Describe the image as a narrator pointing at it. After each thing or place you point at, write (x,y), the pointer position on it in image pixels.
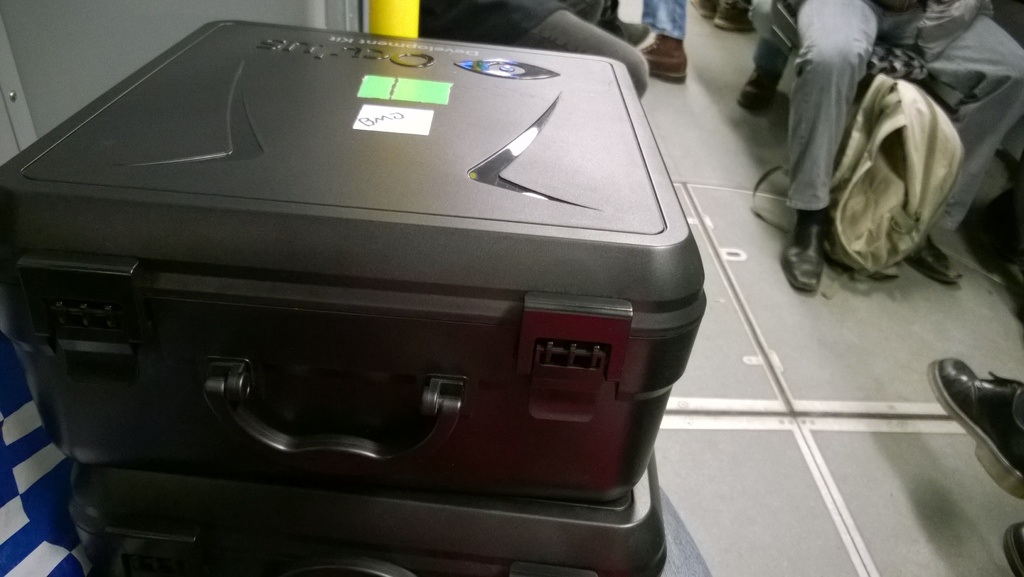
In the foreground of the image (71,537) there are suitcases (320,552). In the background of the image (913,44) there are people (829,81) sitting.
